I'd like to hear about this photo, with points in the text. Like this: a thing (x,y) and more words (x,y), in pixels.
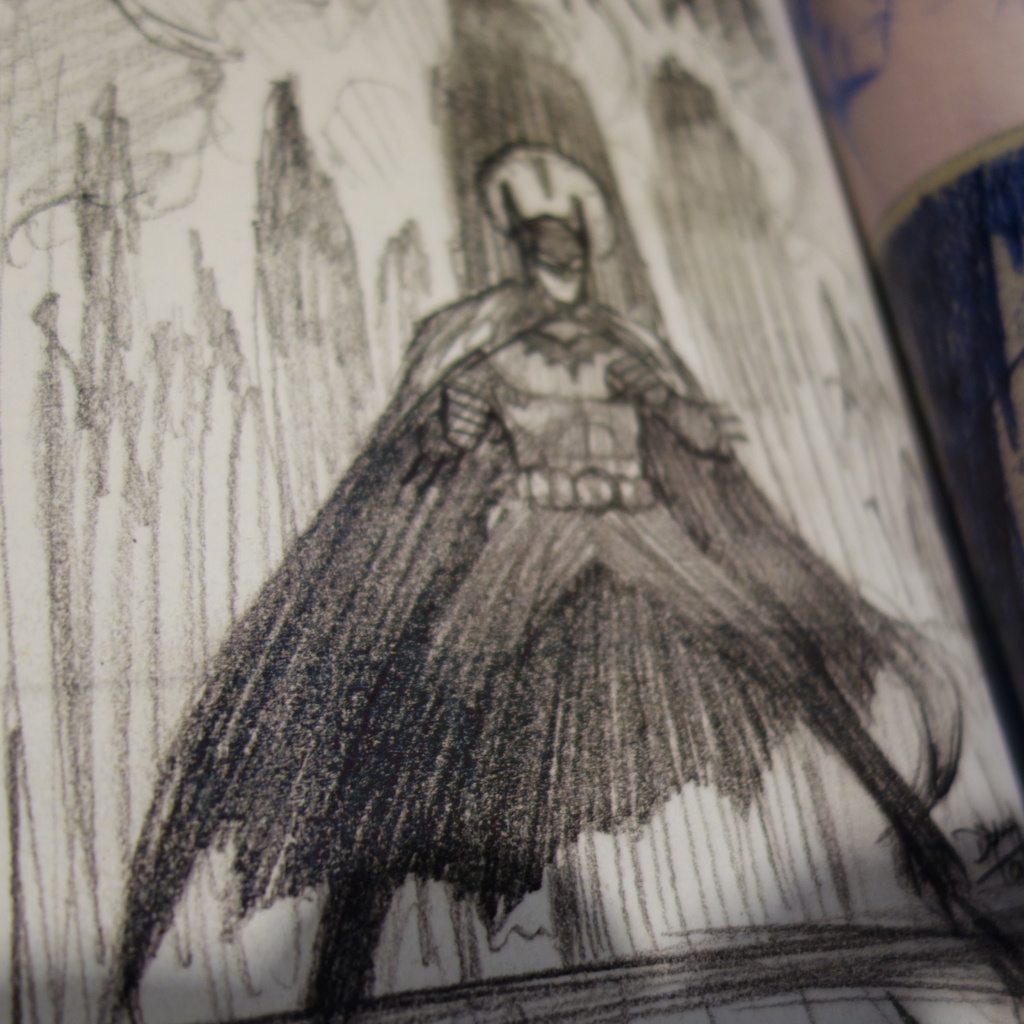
In this image there is a drawing (570,403) of a person (653,477) on a white color object (343,405), there is a colored page (884,103) towards the right of the image (930,213).
